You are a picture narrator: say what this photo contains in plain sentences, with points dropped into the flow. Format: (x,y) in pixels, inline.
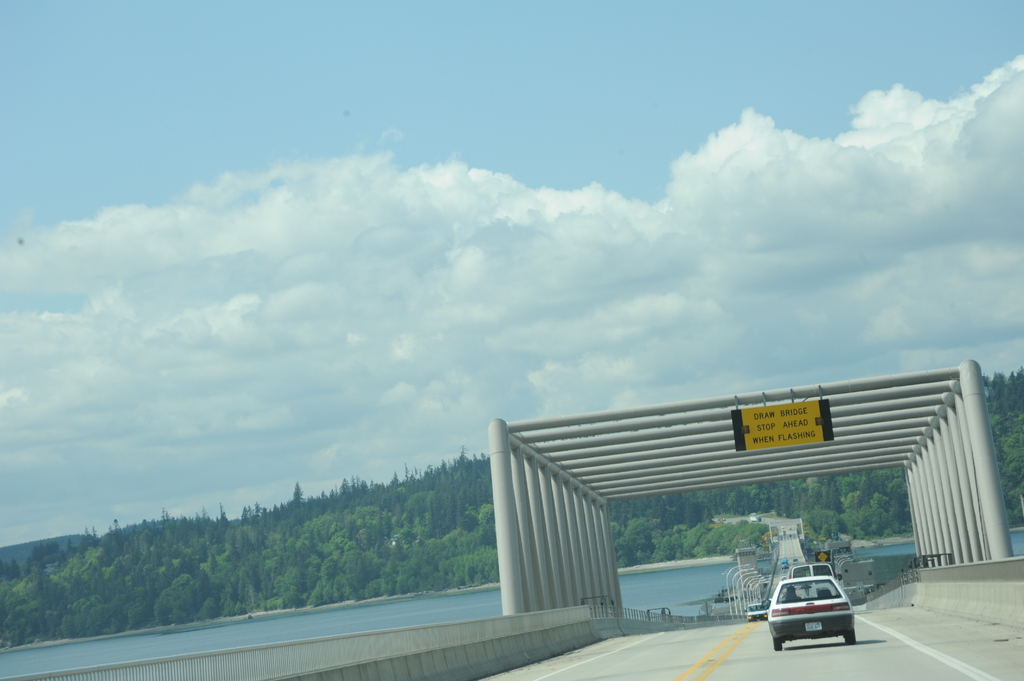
In this image few cars (825,605) are on the road (767,666). There is an arch (897,444) over the road (715,640). Behind there are few street lights (734,593). Behind there is water (436,599). Few trees (366,574) are on the land (618,505). Top of image (888,224) there is sky (734,267) with some clouds (348,330).
